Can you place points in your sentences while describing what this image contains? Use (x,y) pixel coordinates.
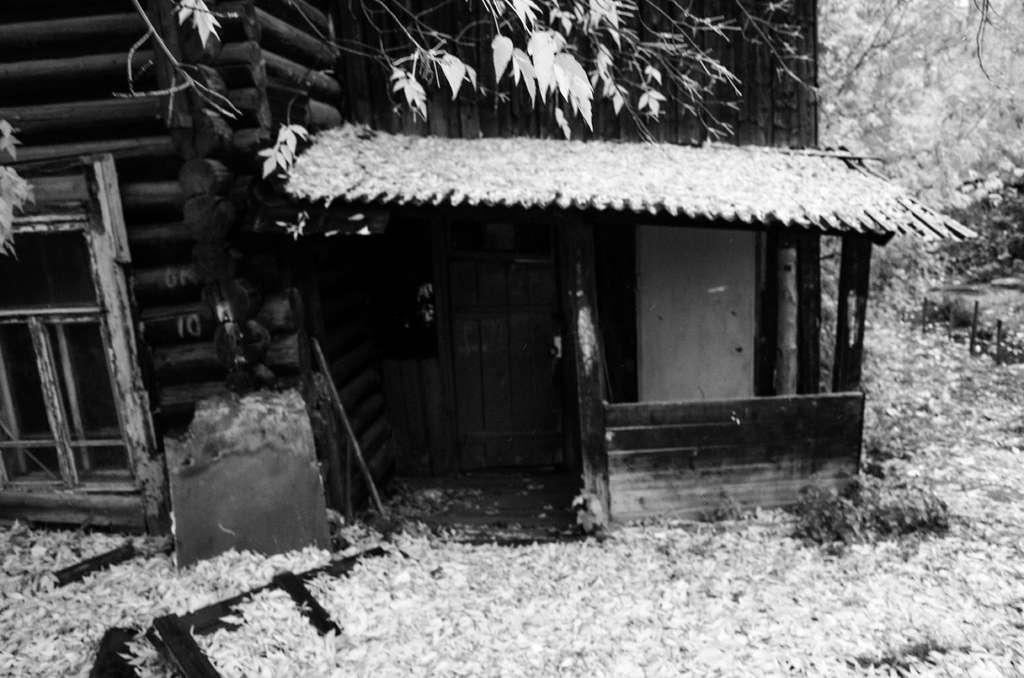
In this picture we can see a window (90,462), door (511,390), walls (372,313), some objects (291,454) and in the background (1008,182) we can see trees (908,110).
